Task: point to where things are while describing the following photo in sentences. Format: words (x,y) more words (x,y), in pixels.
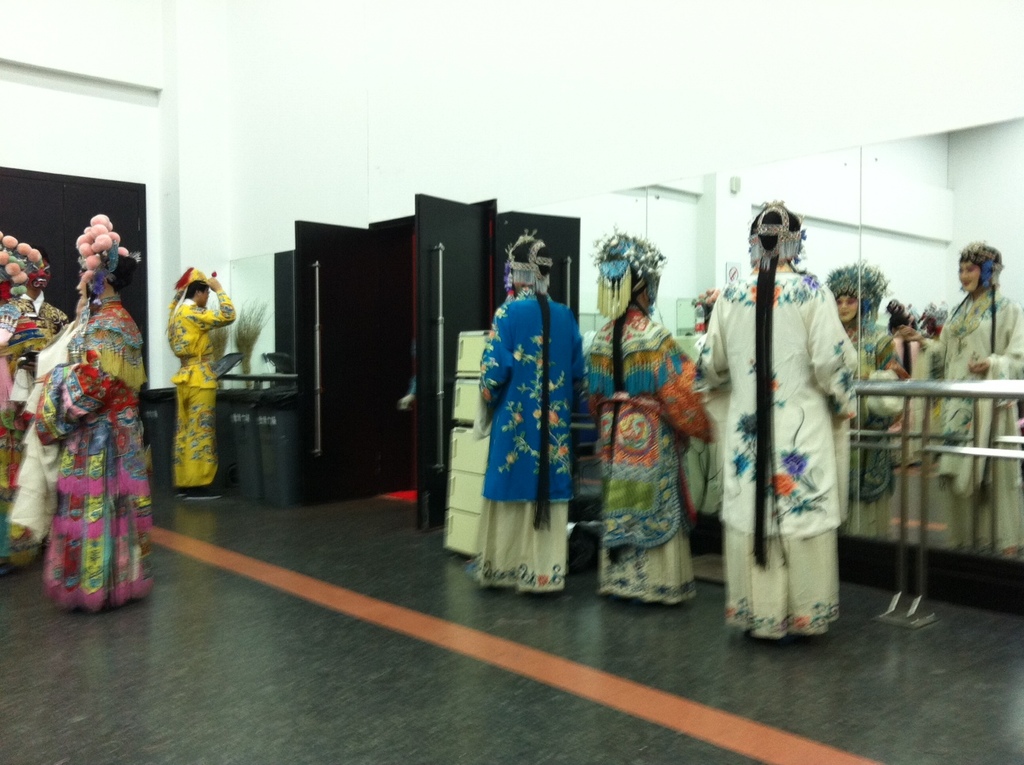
This picture is an inside view of a room (424,497). In this picture we can see some persons (749,298) wearing costumes (199,456). In the background of the image (341,331) we can see wall (329,199), door (439,211), mirrors (888,211), grills (897,391), board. At the top of the image (328,26) there is a roof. At the bottom of the image (330,708) there is a floor (398,670).
